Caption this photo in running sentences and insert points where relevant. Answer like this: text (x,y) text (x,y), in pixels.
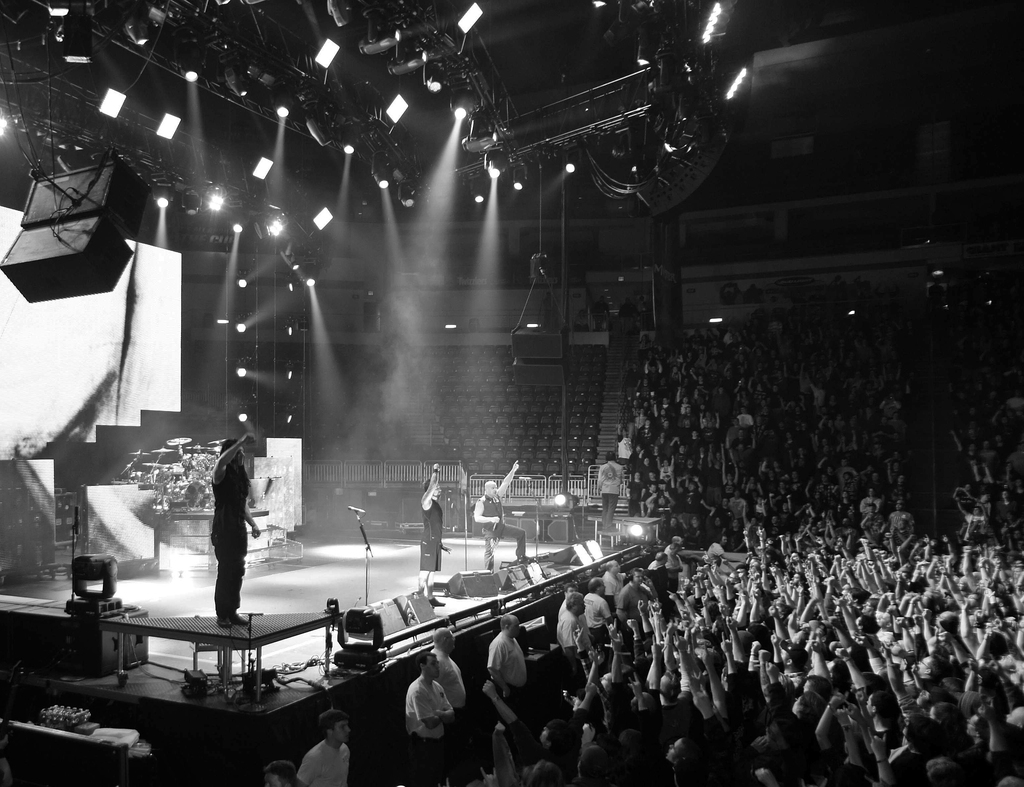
In this image we can see live show in a closed auditorium (924,52), at the right side of the image (713,513) there are some spectators (884,468) standing, at the left side of the image (244,586) there are some persons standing on the stage (259,586) playing musical instruments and singing at the top of the image (173,122) there are some sound boxes (119,267), lights (490,163).
